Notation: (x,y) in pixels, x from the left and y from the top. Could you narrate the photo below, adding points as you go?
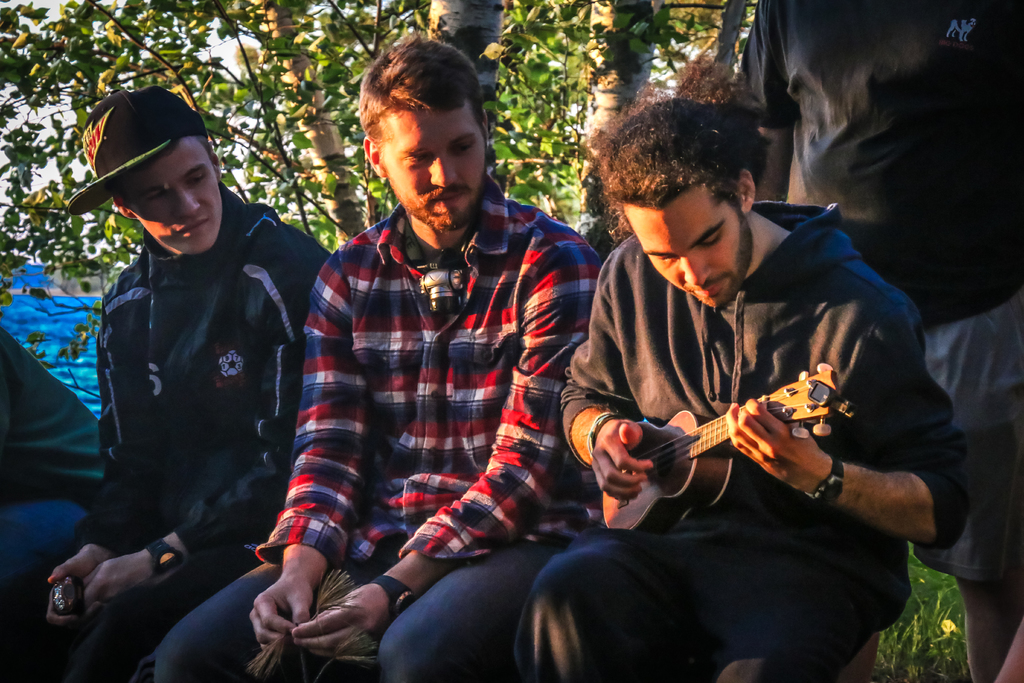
As we can see in the image there is a tree (156,17) and four people (139,218) over here. Three of them are sitting and the man (741,463) who is sitting here is holding guitar (684,497).
